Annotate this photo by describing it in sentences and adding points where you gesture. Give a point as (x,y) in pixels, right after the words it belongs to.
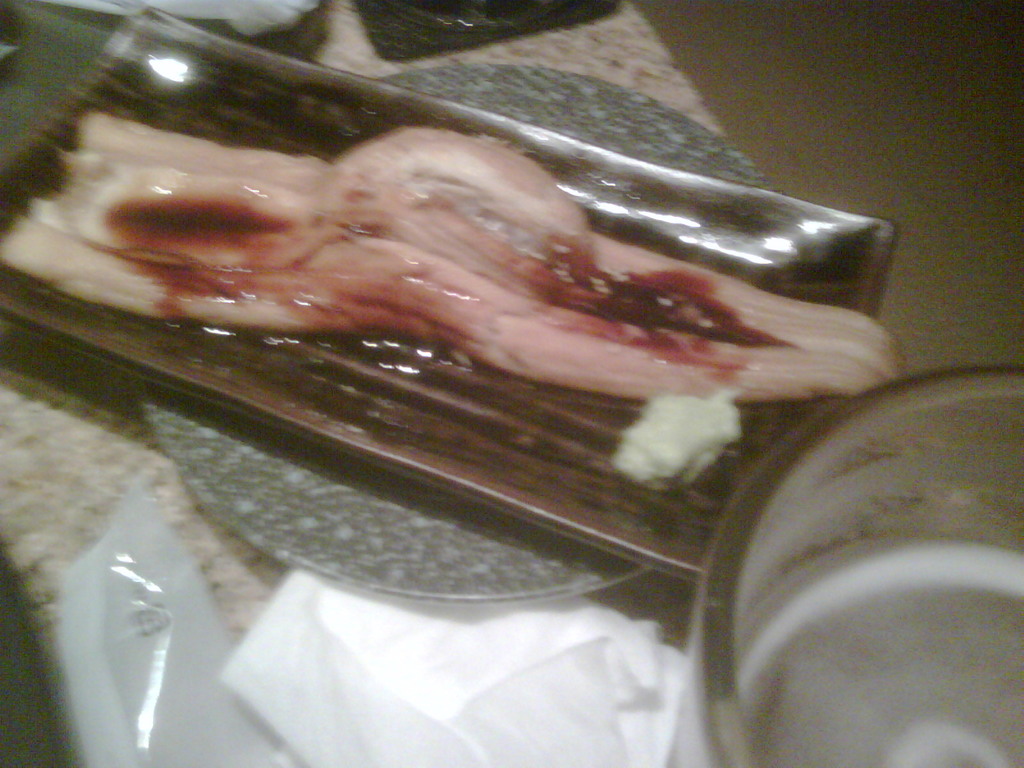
In this I can see a food dish (14,248) with sauce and meat (411,245) on a plate (407,400) on a table (582,562) I can see some papers (420,700) beside.
